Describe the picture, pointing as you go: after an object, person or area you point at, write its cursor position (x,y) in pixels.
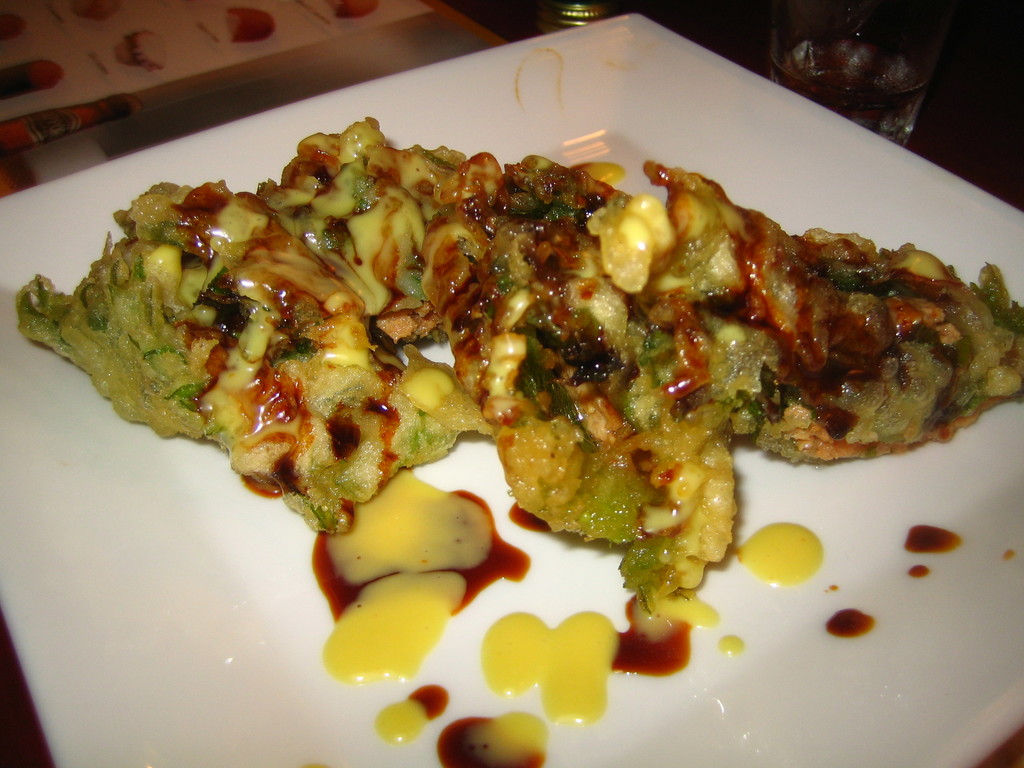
In this image, we can see some food (545,252) on the white plate (870,763).
